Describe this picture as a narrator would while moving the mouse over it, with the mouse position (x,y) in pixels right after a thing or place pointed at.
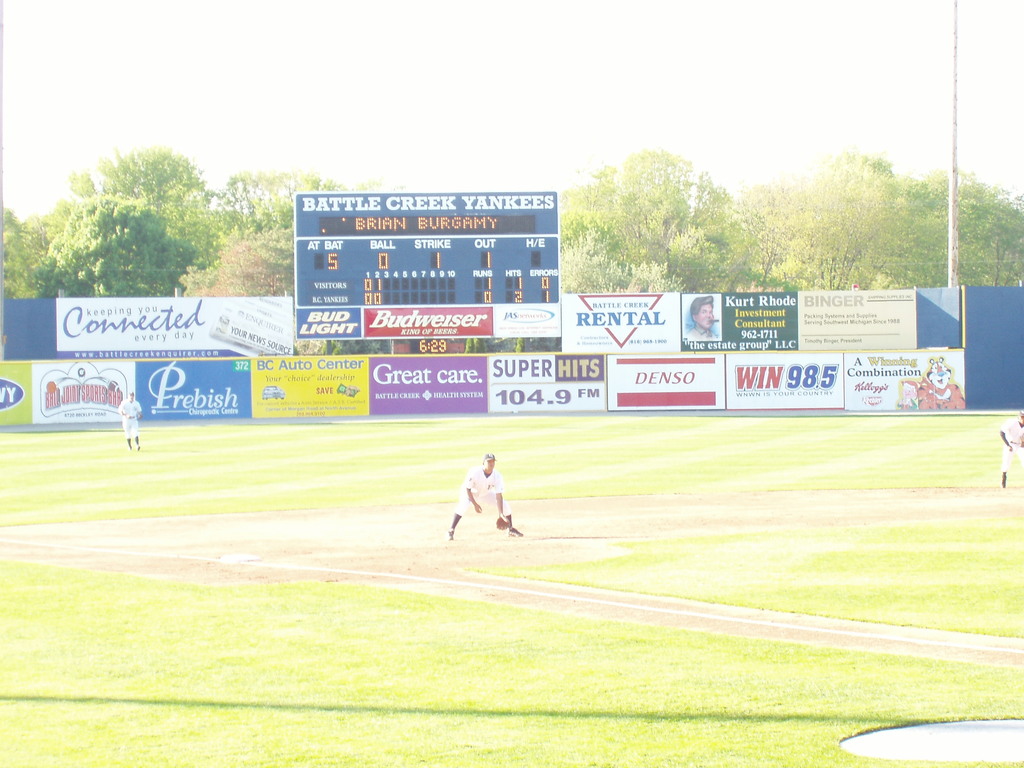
Here we can see three people (481,497). Background (236,49) there are hoardings (699,379), digital scoreboard (490,280), pole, trees (757,243) and sky (534,123).
